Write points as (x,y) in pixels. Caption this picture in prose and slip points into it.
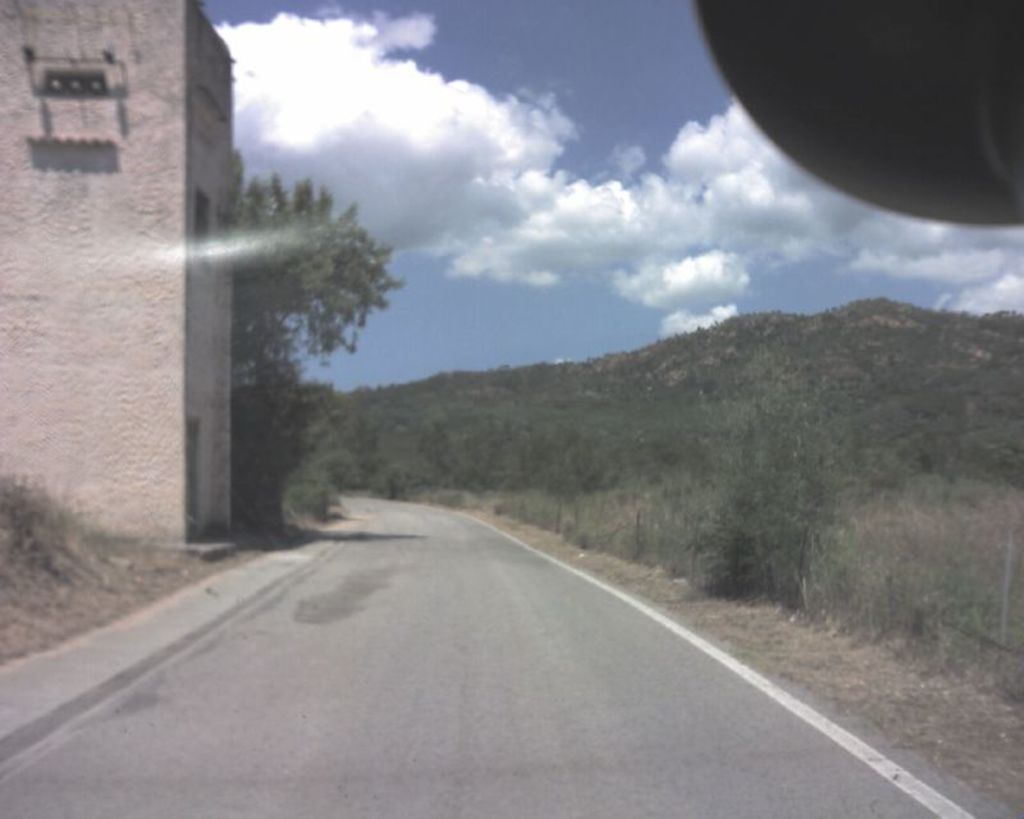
In this picture we can see the road (426,616). On the left side (183,374) there is a building wall (197,382) and some trees (275,389). On the right (695,355) there is a small mountain (609,396) full of trees (752,411). On the top (545,223) there is a sky (769,278) and clouds (577,210).
